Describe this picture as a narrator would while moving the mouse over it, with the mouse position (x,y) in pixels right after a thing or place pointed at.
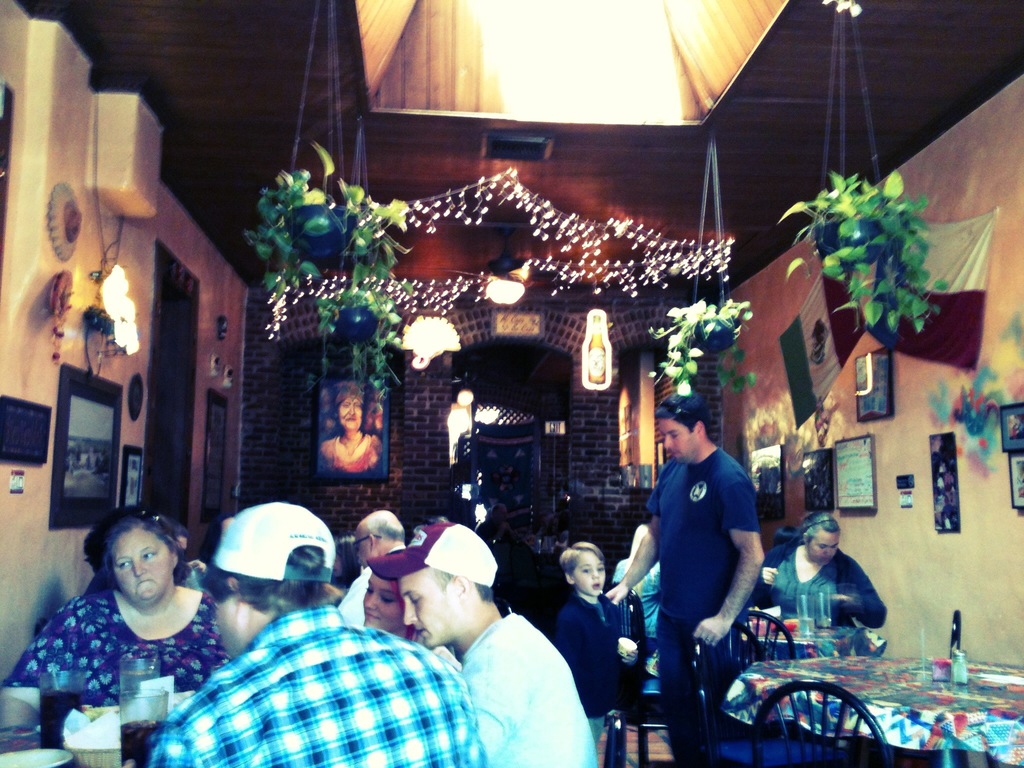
In this image in the center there are group of persons (398,640) sitting and there are persons (670,617) standing. On the top (340,236) there are plants (888,227) hanging in the pots (308,246) and on the right side of the wall (860,431) there are frames (948,460). On the left side (76,388) there are frames (105,439) and there are objects (109,311) on the wall (114,381) hanging. In the background (330,447) there is a frame (375,438) on the wall (412,432). On the right side (885,679) there is a table (905,706) and there are two empty chairs (759,714).
